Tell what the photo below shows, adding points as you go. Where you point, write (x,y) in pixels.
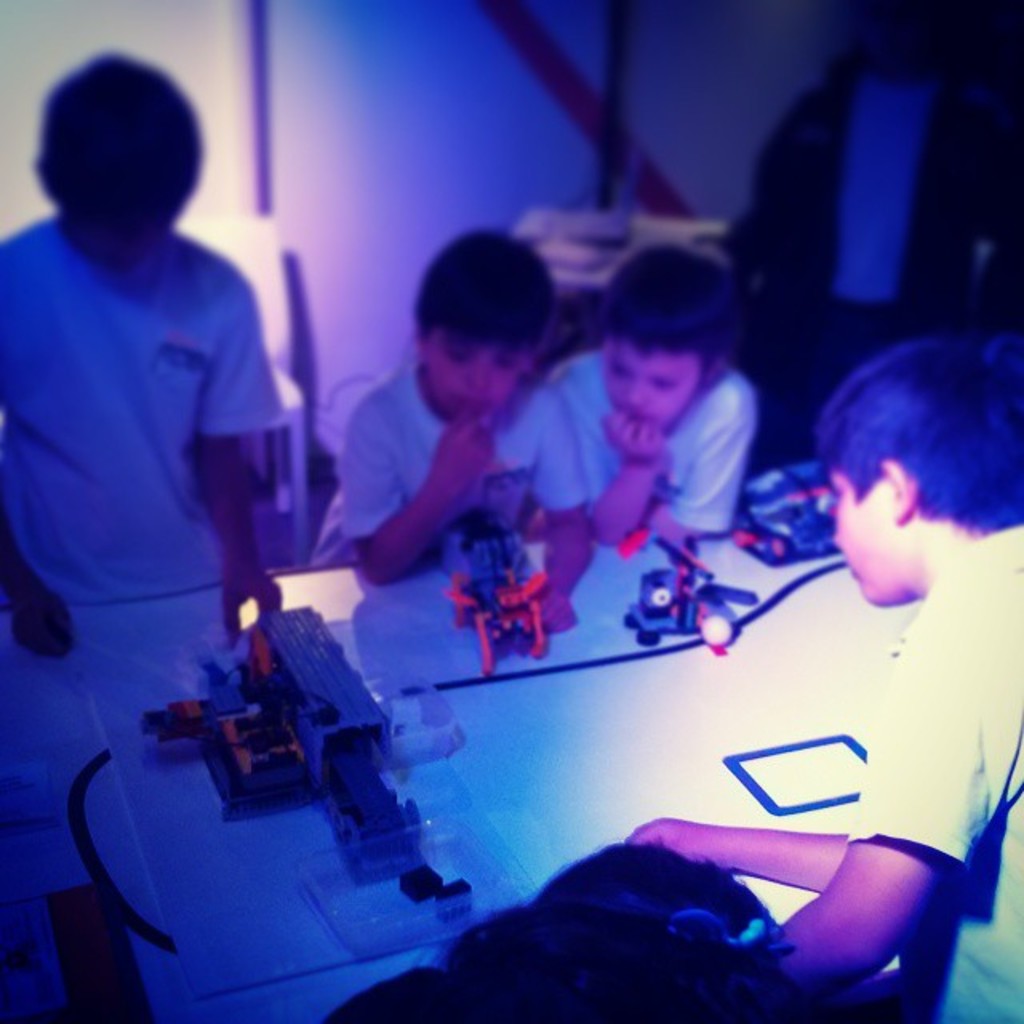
On this table (711,764) there are toys (262,705). Around this table (747,693) there are children (578,441). Far there is a person (809,270).
